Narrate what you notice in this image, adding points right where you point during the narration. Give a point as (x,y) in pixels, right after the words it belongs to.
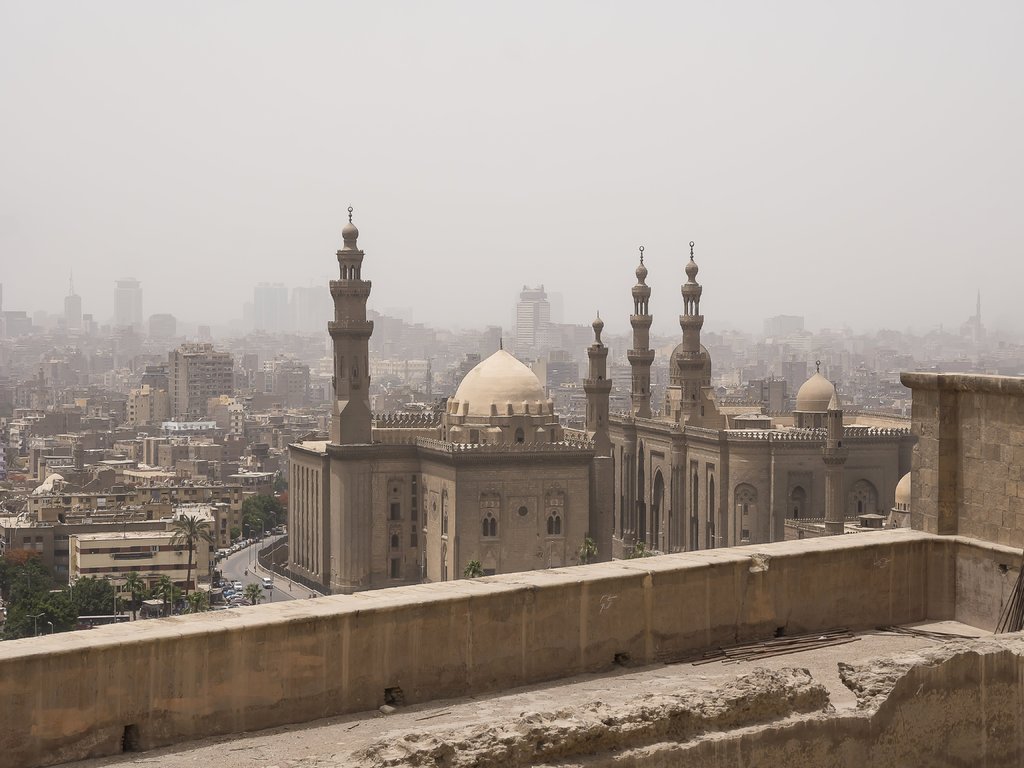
In this picture there are few buildings (317,418) and trees (107,595) and there are few vehicles (231,596) on the road (245,580).
